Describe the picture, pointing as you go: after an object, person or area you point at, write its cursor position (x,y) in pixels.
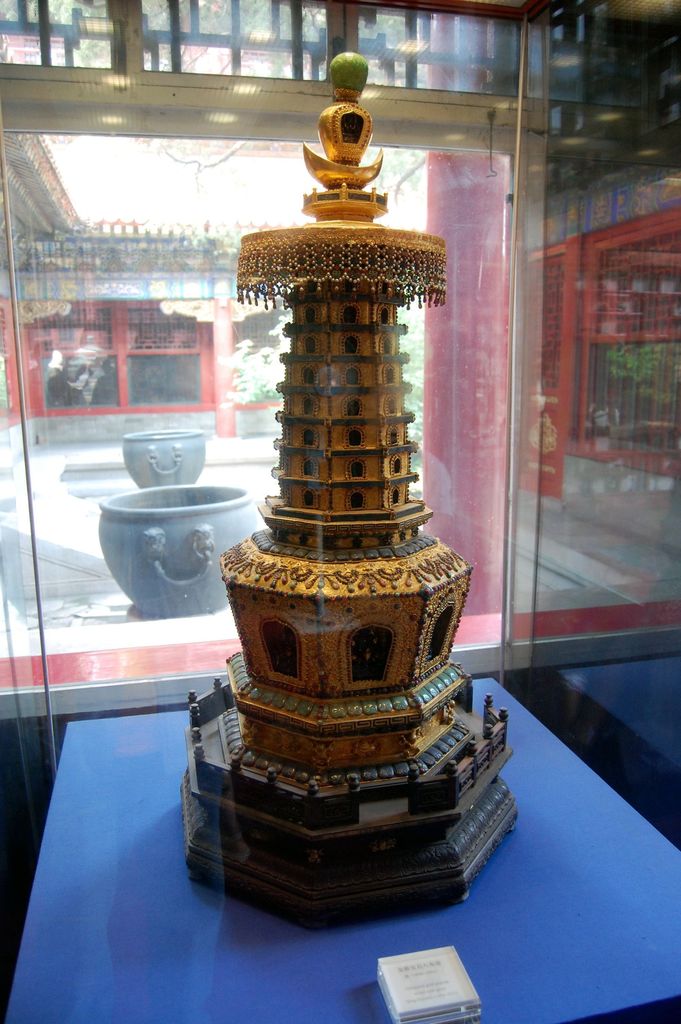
In this picture we can see sculpture (384,767) of a building (283,904) is placed in a glass box (419,44).
